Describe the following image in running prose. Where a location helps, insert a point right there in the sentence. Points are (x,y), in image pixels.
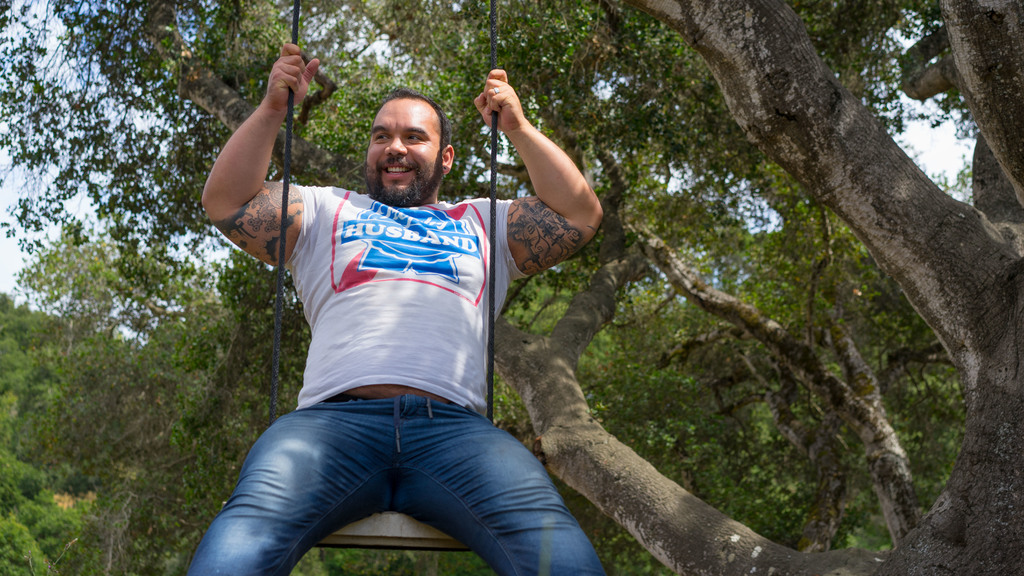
In the image we can see there is a person (464,313) sitting on the swing (384,529) and behind there are trees (124,263).
